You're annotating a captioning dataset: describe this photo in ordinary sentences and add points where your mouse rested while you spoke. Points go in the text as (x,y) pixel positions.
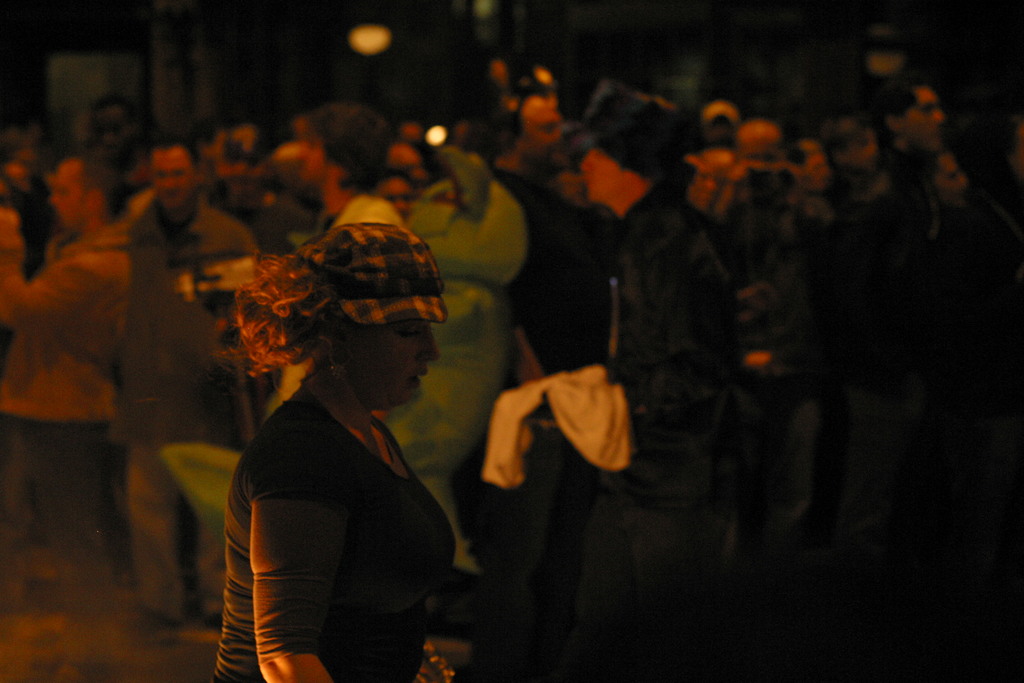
In the center of the image (554,282) a group of people (415,304) are standing and some of them are wearing hat (353,276). On the left side of the image (95,199) a man (126,321) is standing and holding a camera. In the background (366,175) the image is blur. At the bottom left corner (162,647) floor (198,624) is there.
